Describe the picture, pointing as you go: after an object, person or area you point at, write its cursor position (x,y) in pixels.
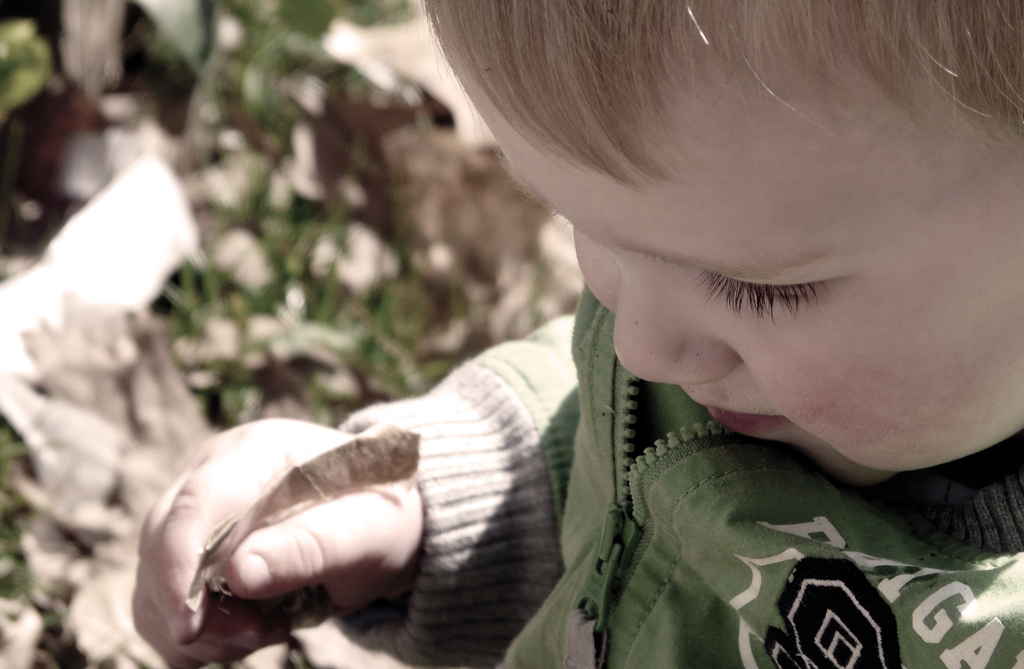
In this image in the foreground (589,535) there is one boy (705,543) who is holding something, and in the background (401,312) there are some plants (353,300).
